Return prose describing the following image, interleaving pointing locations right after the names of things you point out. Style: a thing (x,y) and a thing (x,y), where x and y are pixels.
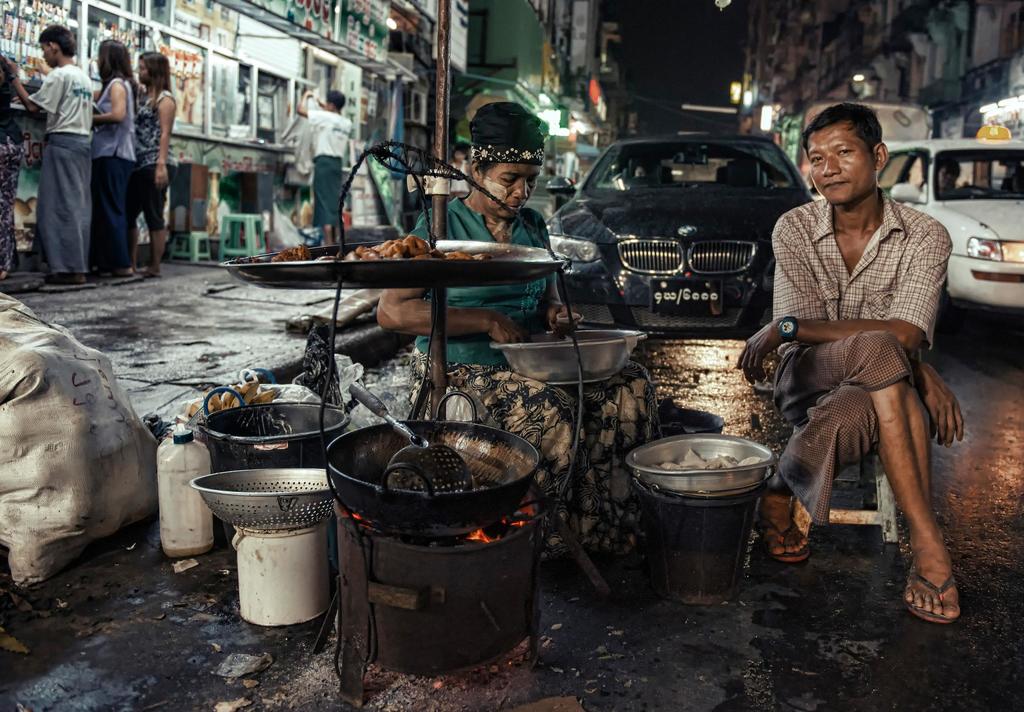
In this image we can see people (857,303), vehicles (742,310), road (891,587), bowls (391,445), bag (108,418), water can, food items (478,255), stove (473,574), buildings (495,2), stools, lights (995,243), boards (315,22), and other objects (253,591).
